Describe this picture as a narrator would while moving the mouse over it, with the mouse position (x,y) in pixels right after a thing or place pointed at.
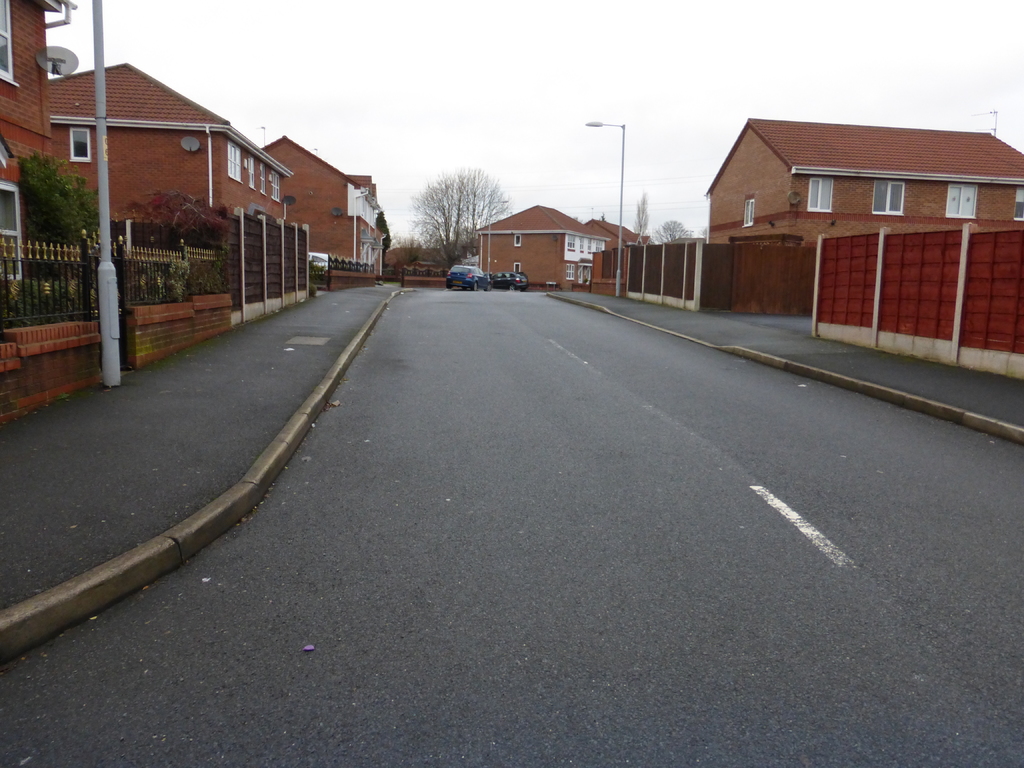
In the picture we can see road (439,362), there are some vehicles (458,273) parked and there are some houses (15,153) on left (312,195) and right side of the picture (738,223), in the background of the picture (432,253) there are some trees (427,211) and top of the picture (295,68) there is cloudy sky (295,68).
